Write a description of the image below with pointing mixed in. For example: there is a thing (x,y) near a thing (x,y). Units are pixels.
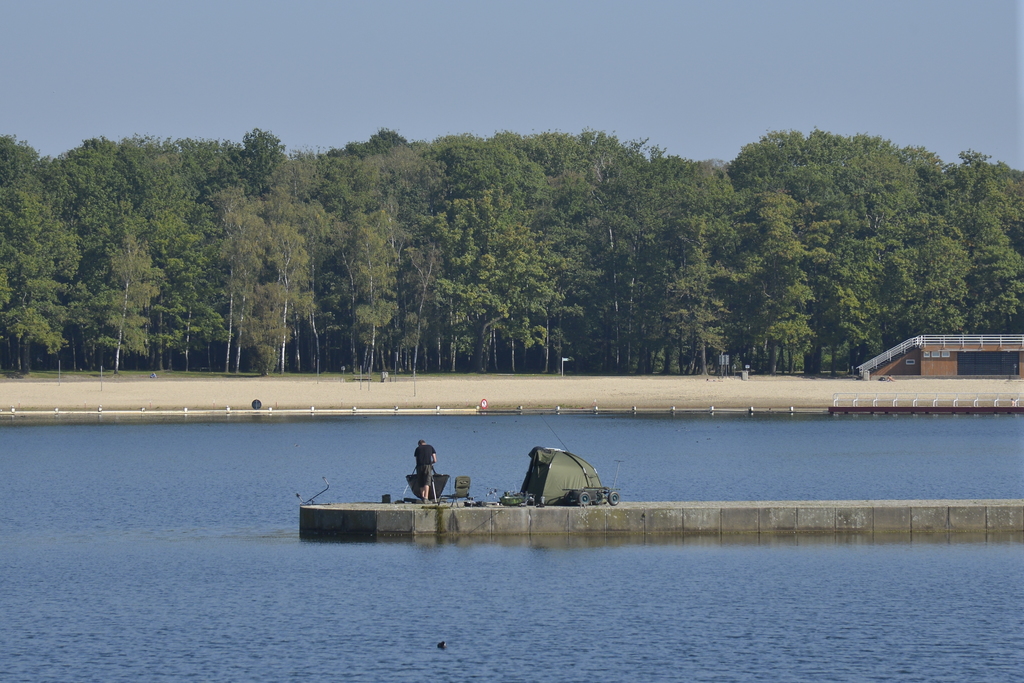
In this image there is water (263,598) in the middle (516,454). In the water (378,552) there is a bridge (454,523) on which there is a person (427,466). Beside the person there is a small tent (536,471). In the background (495,229) there are trees (460,281). At the bottom (345,552) there is water (314,617). At the top (380,61) there is sky (357,36).
